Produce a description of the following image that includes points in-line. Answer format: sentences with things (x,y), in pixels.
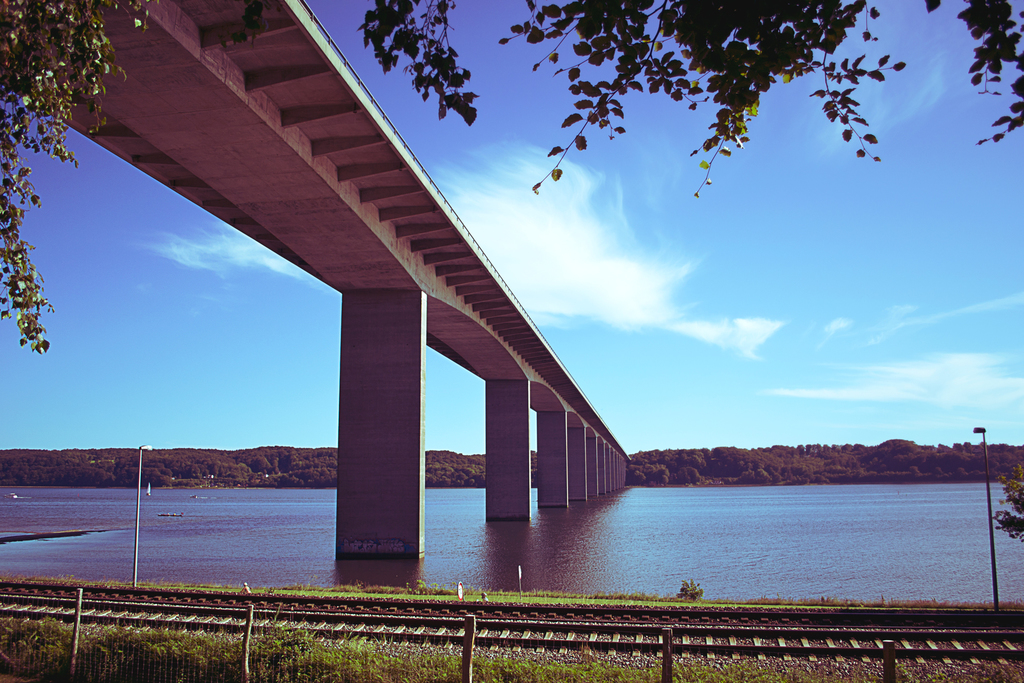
In this image in front there are poles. There is a railway track (482,627). In the center of the image (434,336) there is a bridge (385,363). There are ships (164,513) in the water (216,535). In the background of the image (751,459) there are trees (301,477) and sky (800,285).
